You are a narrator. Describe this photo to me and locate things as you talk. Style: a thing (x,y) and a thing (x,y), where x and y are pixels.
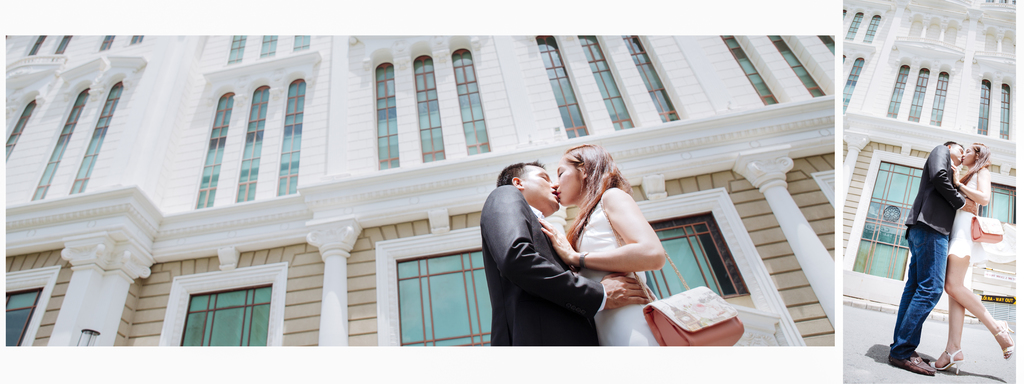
In this image we can see collage pictures of man (527,267) and woman (586,202). In the background (733,284) there is building (434,107).
